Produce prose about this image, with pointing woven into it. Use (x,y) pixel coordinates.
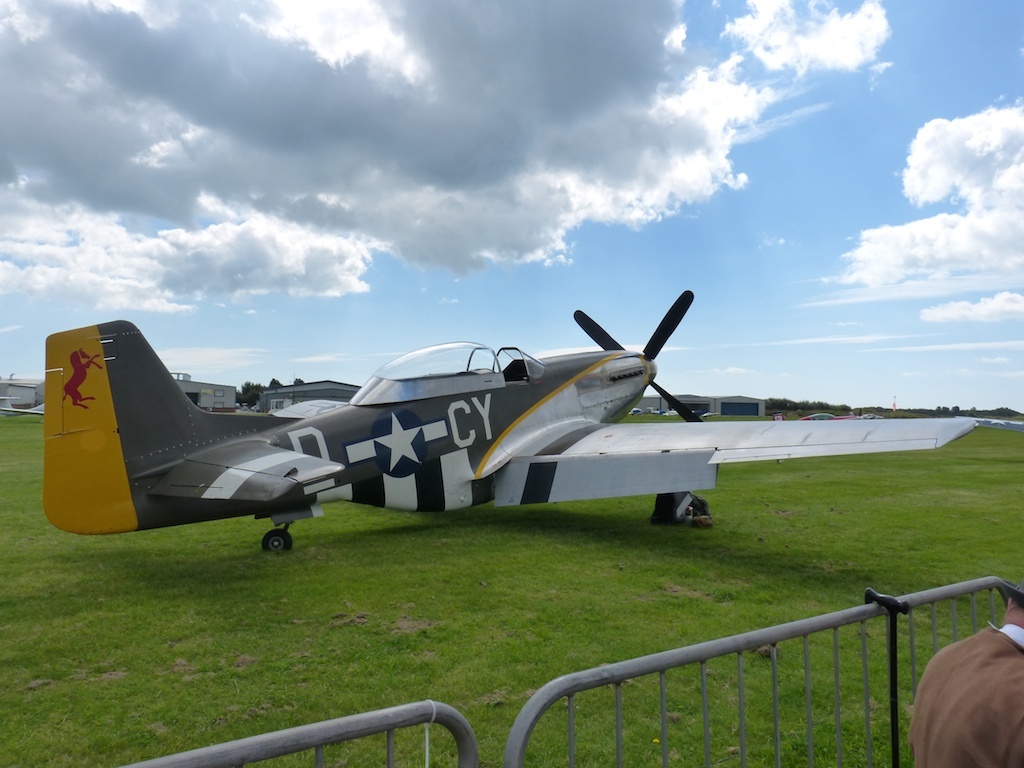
In front of the image there is a person (1003,666). Behind him there are railings (351,719). There is an airplane (442,502). At the bottom of the image (513,613) there is grass (459,619) on the surface (415,613). In the background of the image (794,414) there are buildings (712,406), trees (787,402) and there are some other objects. At the top of the image (549,160) there are clouds (533,170) in the sky (654,151).
